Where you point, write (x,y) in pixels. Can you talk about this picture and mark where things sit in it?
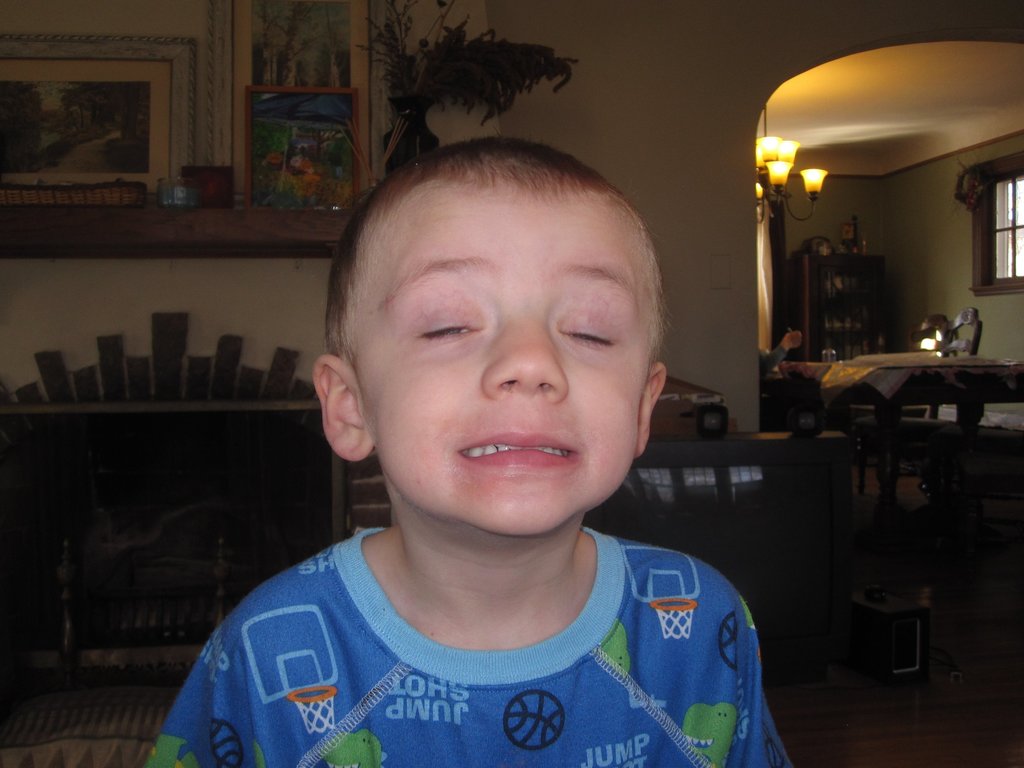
in this image we have a boy (541,152) standing and in back ground (348,158) we have a fire place (259,221), photo frames (3,67) plants (497,99) near the wall (690,133), chandelier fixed to the wall (890,317), and a table (846,373) and a window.
